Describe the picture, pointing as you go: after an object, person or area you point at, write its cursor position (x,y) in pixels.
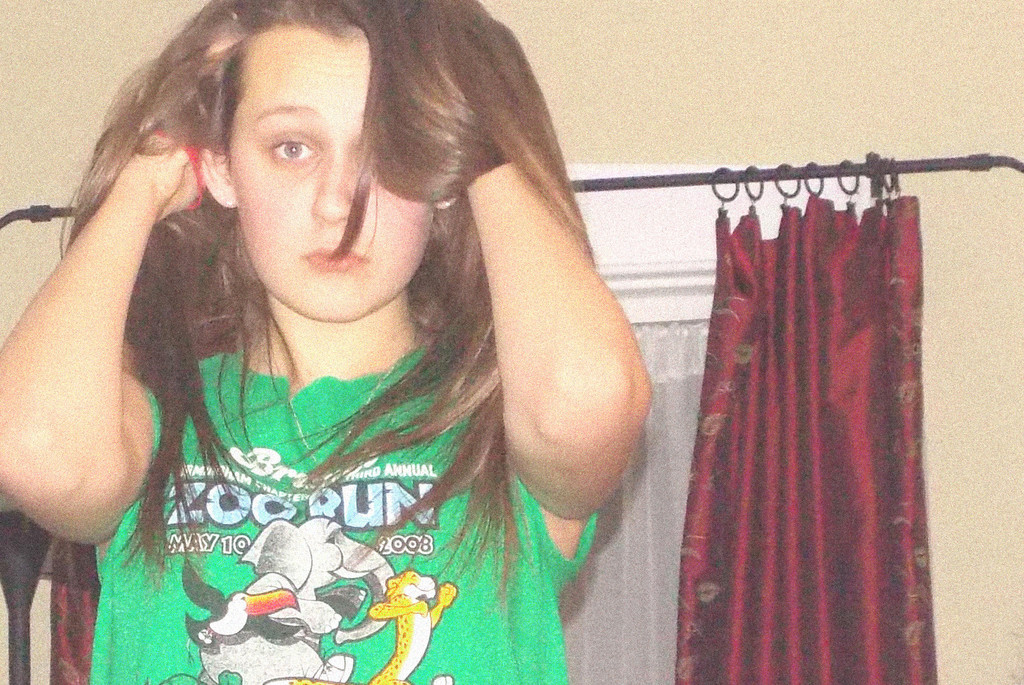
On the left side (309,154), there is a woman (458,239) in green color T-shirt (484,606), keeping both hands (180,172) in her hair (137,105). In the background (889,389), there are red color curtains (843,419) and there is a wall (998,548).
